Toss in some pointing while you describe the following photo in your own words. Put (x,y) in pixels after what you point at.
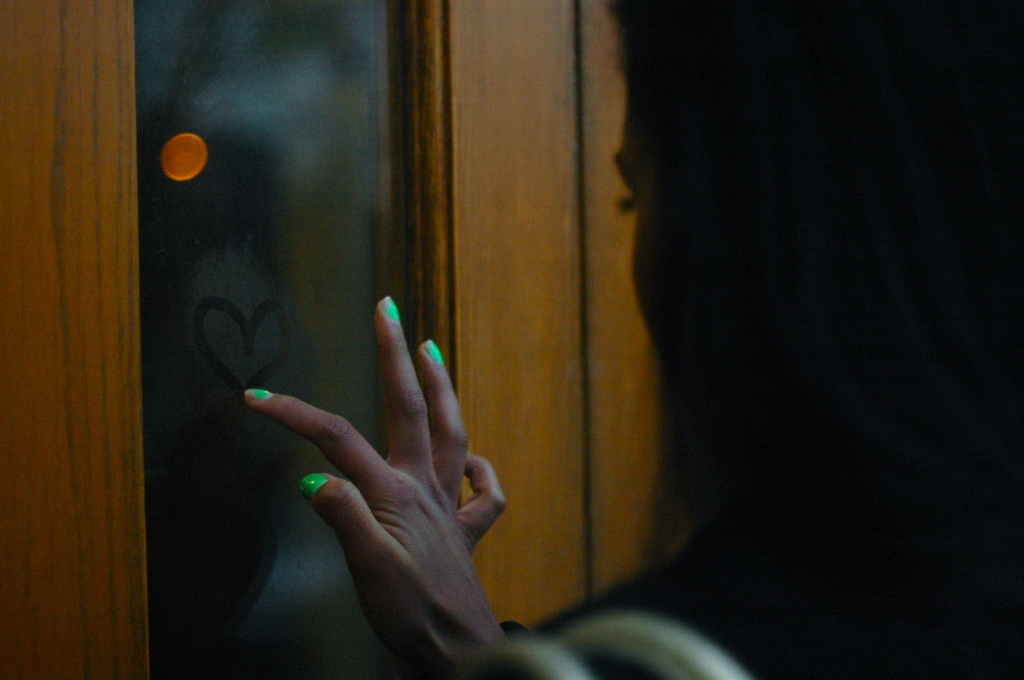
In this image I can see a woman (787,333) facing towards the left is drawing a heart shape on a glass (235,412) with mist (214,411). The glass (184,418) is with the wood (409,192) beside.
